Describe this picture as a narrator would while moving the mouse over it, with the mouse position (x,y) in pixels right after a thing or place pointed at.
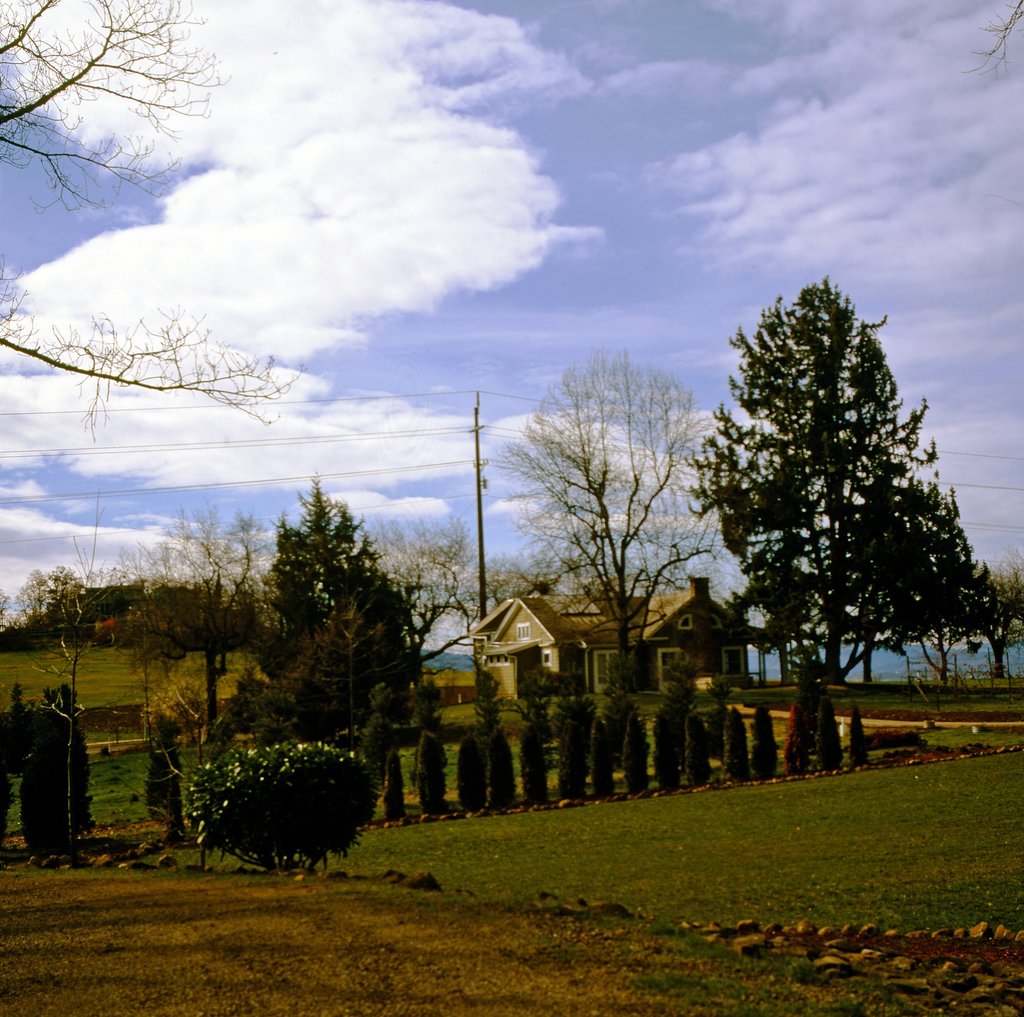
In this image there is a house (575,667) in the middle (644,643). There are trees (323,659) around it. At the top (650,240) there is the sky (579,295). At the bottom (378,927) there is ground (425,962) on which there are stones (896,964) and small grass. In front of the house (650,643) there is a garden (284,722) in which there are plants (427,793).
